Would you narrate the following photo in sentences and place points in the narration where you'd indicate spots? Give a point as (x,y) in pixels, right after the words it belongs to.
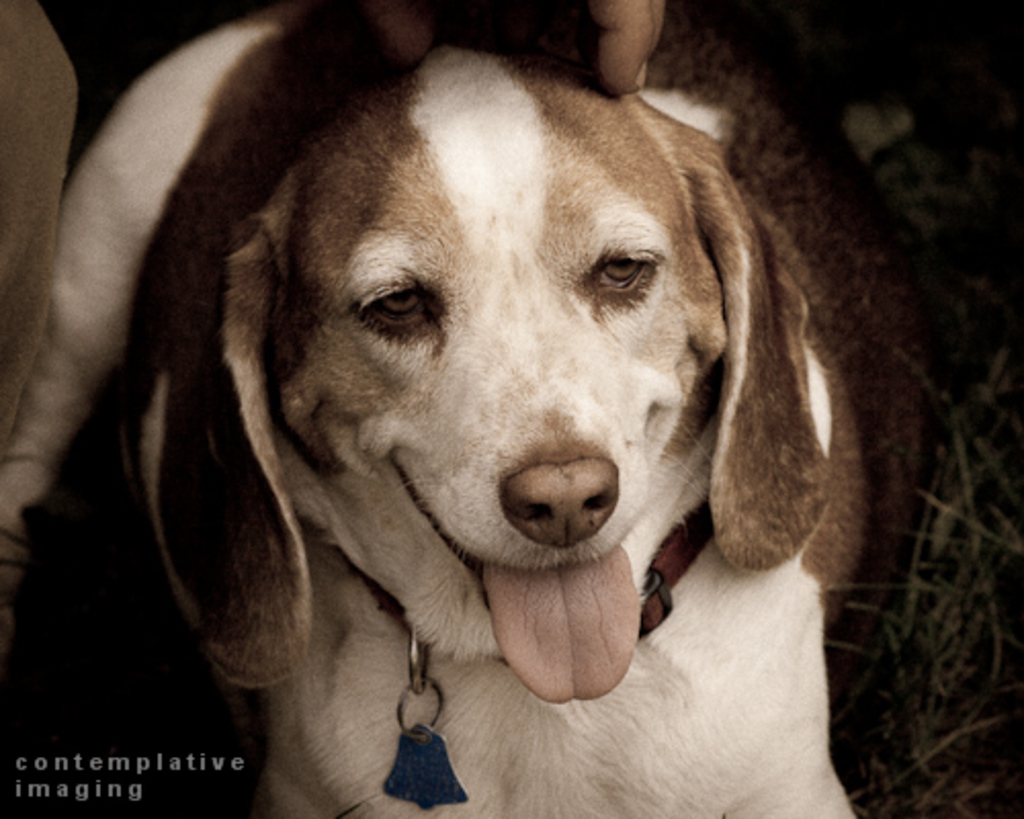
As we can see in the image there is a white color dog (619,393), human hand (554,17) and a belt (412,623) over dog's neck (449,652).
